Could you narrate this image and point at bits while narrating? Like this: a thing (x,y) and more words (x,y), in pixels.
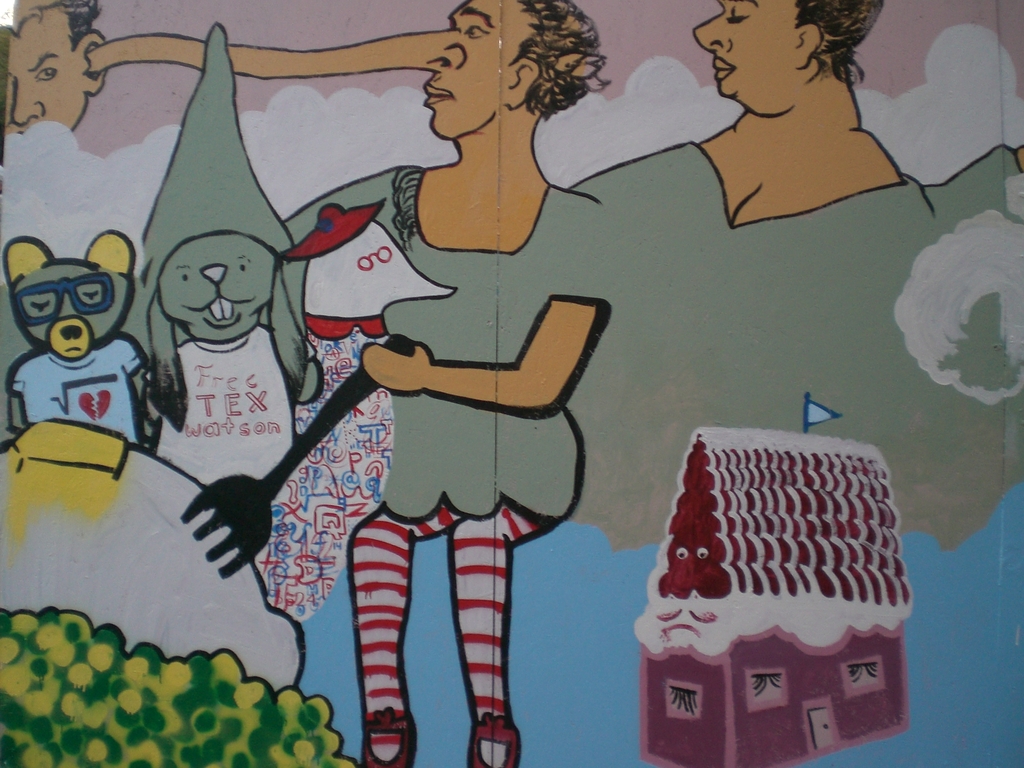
In this picture there is a poster (935,593) in the center of the image (483,432), there are animals (42,269) and people (571,245) who are standing in series and there is a toy house (835,712) on the poster (636,418).
